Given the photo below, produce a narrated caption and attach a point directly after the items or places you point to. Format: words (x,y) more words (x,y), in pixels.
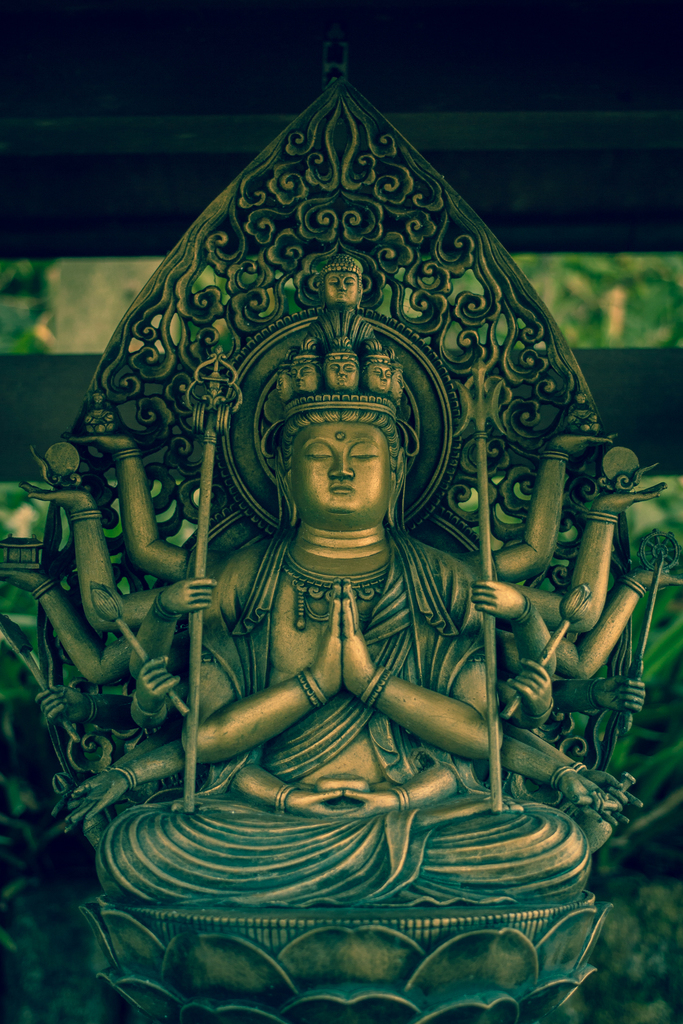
In this image I can see the statue (305,736). And there is a black background (81,211).
